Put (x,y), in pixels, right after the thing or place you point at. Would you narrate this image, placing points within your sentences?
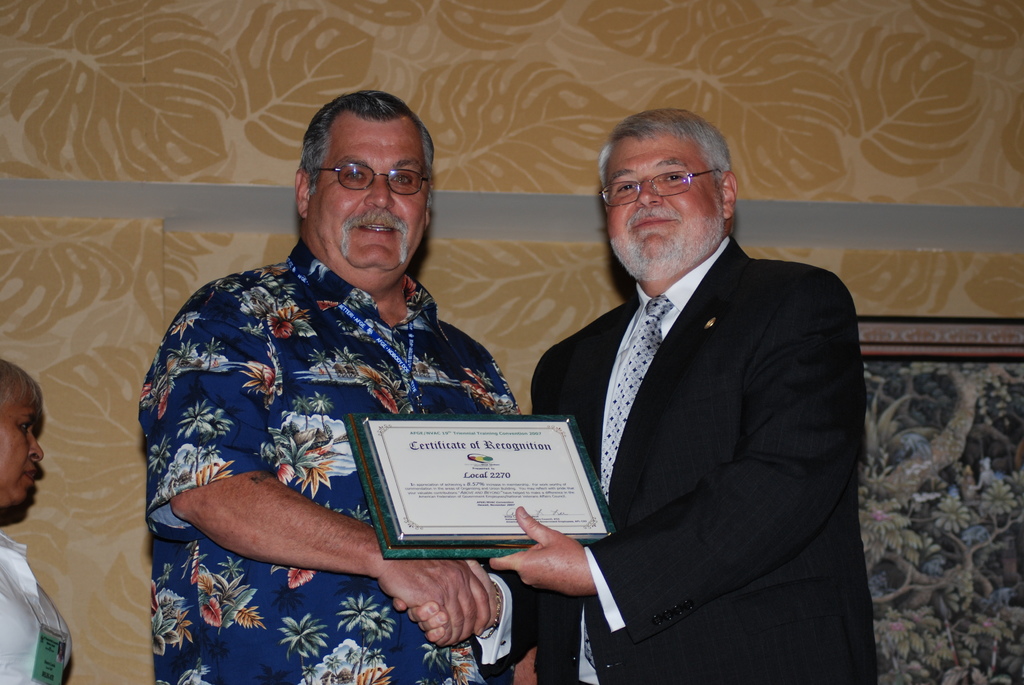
In this image we can see two persons (744,327) standing. One person (701,188) wearing coat (714,401) and spectacles (627,197) is holding a certificate (597,514) in his hand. In the background (4,438) we can see a woman (42,608) with white shirt (22,634).
